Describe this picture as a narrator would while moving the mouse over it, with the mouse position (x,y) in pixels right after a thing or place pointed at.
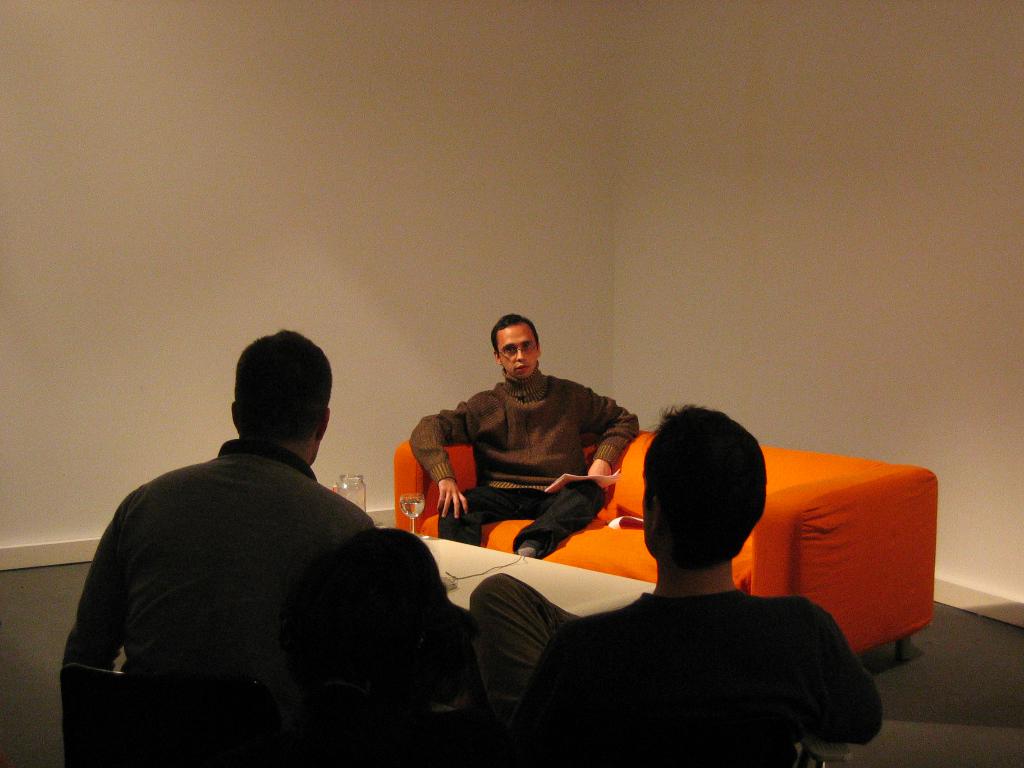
On the background (741,166) there is a wall (595,168) painted with cream colour. This is a floor (970,670). Here we can see people (492,702) sitting on a sofa (758,570) and chairs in front of a table (551,577) and on the table (569,575) we can see jar (363,490), water glass (411,503).
